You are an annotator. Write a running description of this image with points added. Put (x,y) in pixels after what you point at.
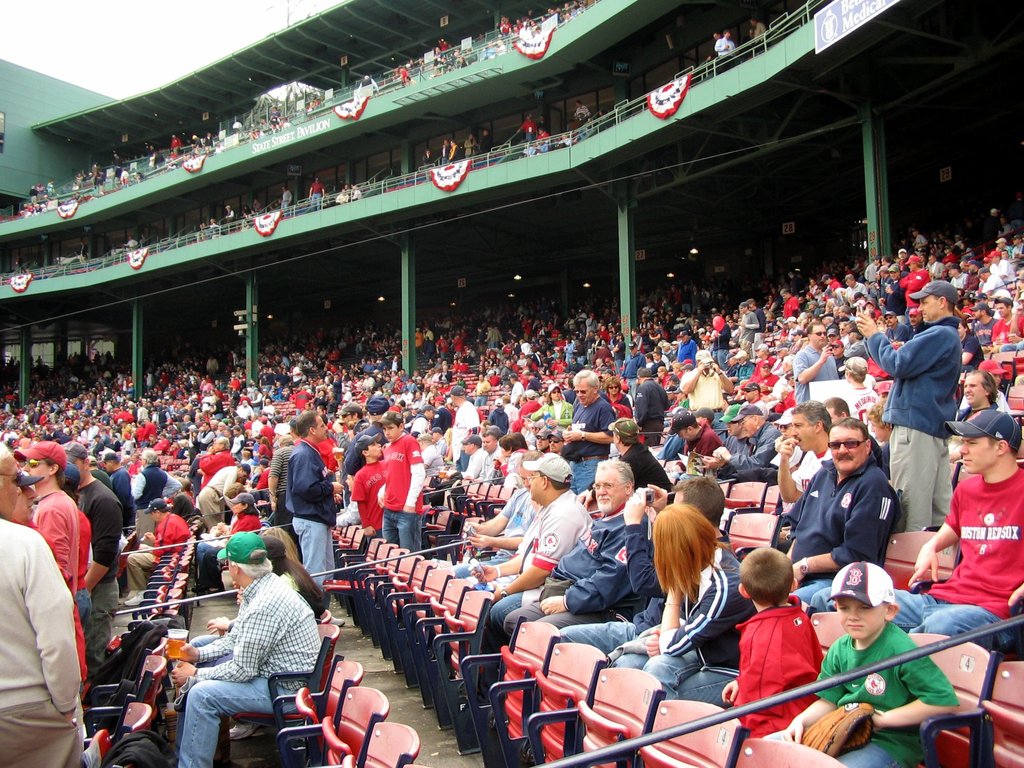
In this image we can see audience (423,489) sitting on the chairs (539,754) and few other persons (27,604) among them are standing. we can see railings (480,168), pillars (406,329), hoardings (295,129), sky (78,21) and objects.
